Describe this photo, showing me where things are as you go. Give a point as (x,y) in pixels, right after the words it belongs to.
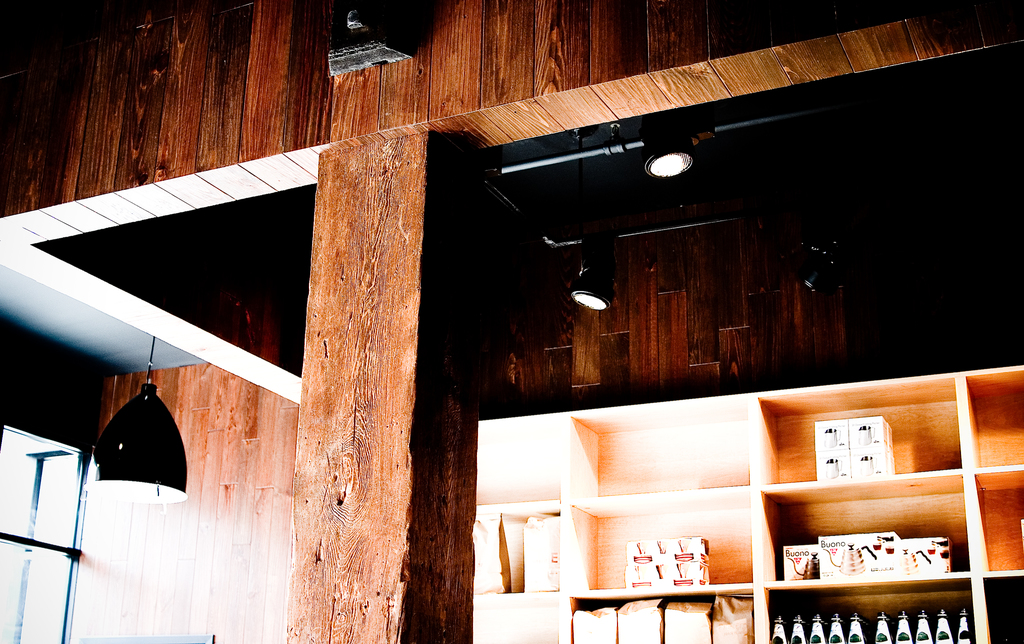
In this image there are wooden shelves (731,518) in the background (701,536). In the shelves (764,567) there are glass bottles (853,636), boxes (861,549) and packets (605,615). On the left side (153,442) there is a light (148,439) which is hanged to the roof (141,338). At the top (666,146) there are lights (607,235). In the middle (394,378) there is a wooden pillar (320,547).
